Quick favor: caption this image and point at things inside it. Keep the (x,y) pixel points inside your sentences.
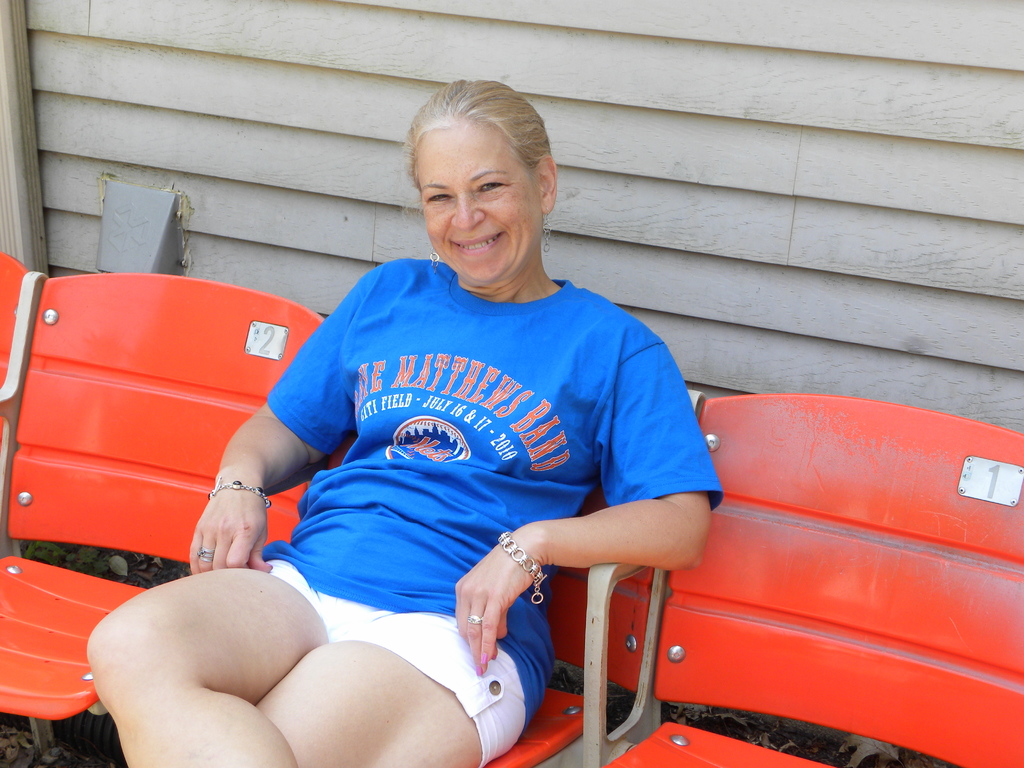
In this picture there is a woman (526,338) with blue t-shirt (560,339) is sitting and smiling and there are chairs (78,535). At the back (766,195) there is a wall (852,379). At the bottom (149,572) there are dried leaves (724,735) and there is a plant (103,563).
